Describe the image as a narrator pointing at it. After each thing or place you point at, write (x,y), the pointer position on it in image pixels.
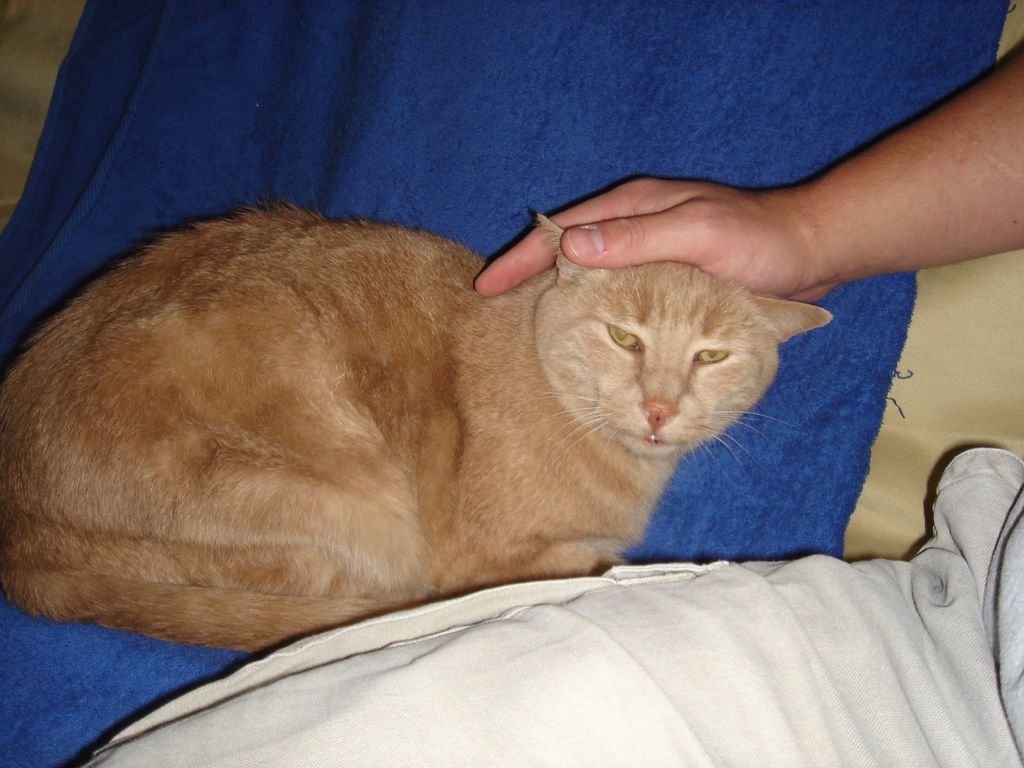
In this picture there is a cat (88,467) on blue cloth (69,668) and we can see hand (753,225) of a person (799,278) and cloth (646,576).
